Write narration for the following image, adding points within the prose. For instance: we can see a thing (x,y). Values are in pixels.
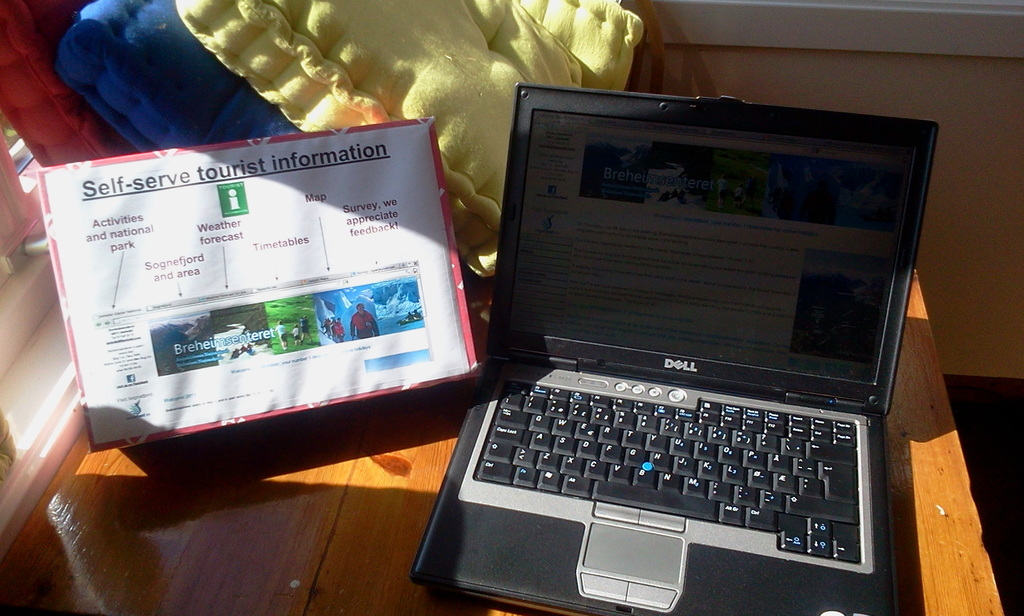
In this image I can see a table (964,585) on which I can see a laptop (676,449), board (236,302) and cushions (285,79). In the background (1010,94) I can see a wall (972,108) and window (13,150). This image is taken in a hall (1010,433).
